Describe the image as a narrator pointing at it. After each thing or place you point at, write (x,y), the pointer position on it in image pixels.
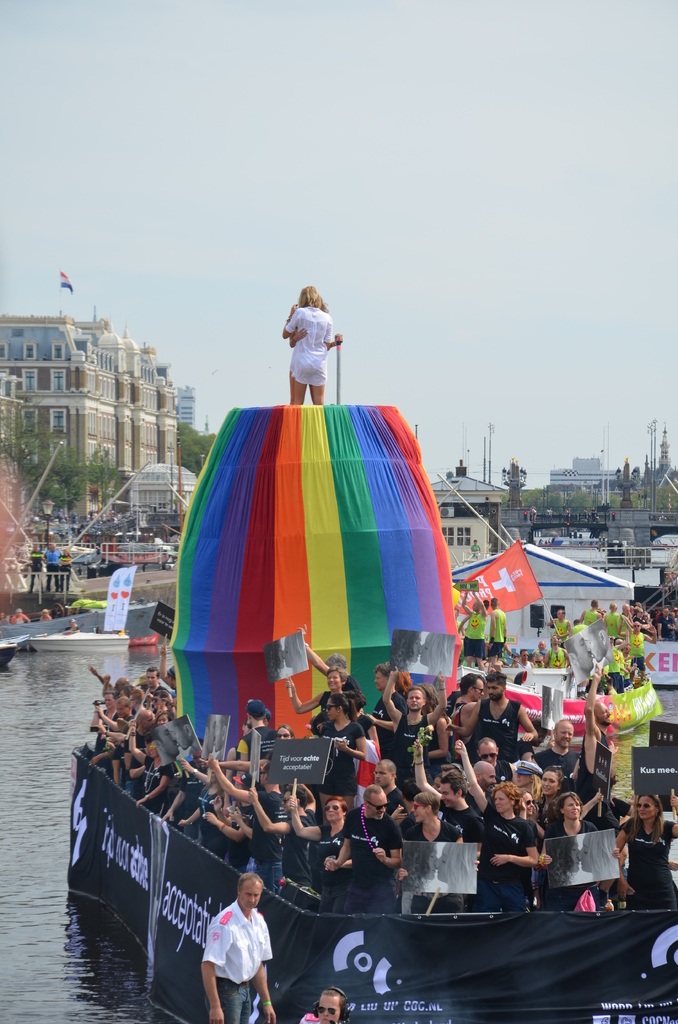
In this image I can see the water (31,841) and on the surface (37,806) of the water (58,858) I can see a ship (194,888) which is black in color and on the ship (201,851) I can see number of persons (364,719) wearing black colored dresses (446,839). In the background (138,433) I can see few trees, few buildings (47,382), few boats (52,632) on the surface (37,796) of the water (20,787) and the sky (412,316).
